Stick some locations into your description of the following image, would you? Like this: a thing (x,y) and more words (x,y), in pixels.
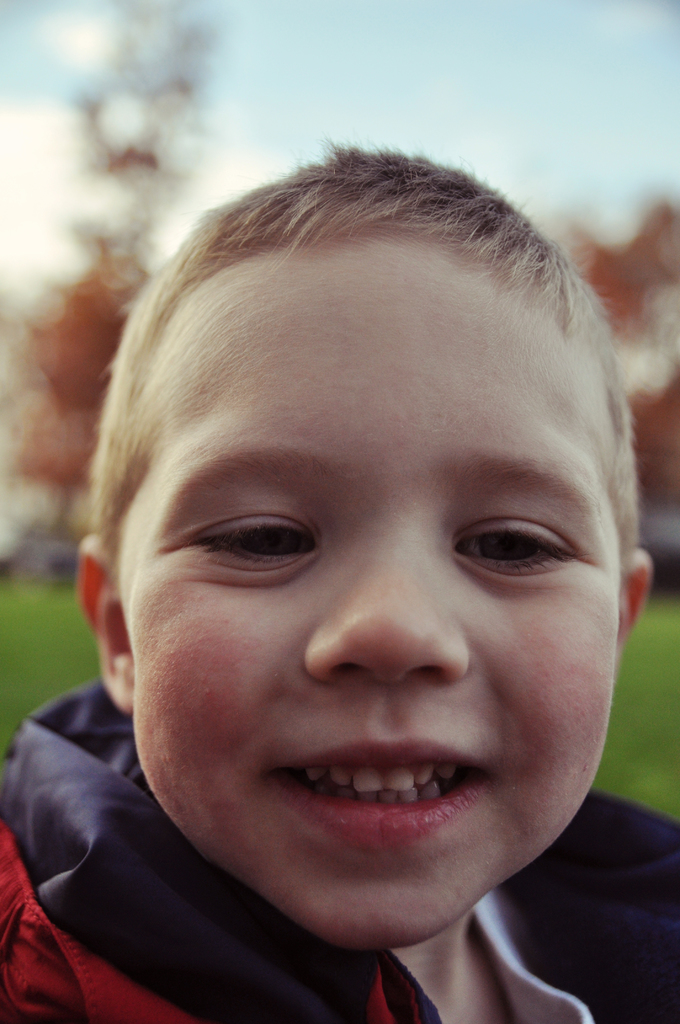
In this image I can see a child (143,938) wearing red, black and white colored dress (132,933). I can see the blurry background (5,673) and I can see the sky (389,95) in the background (455,100).
